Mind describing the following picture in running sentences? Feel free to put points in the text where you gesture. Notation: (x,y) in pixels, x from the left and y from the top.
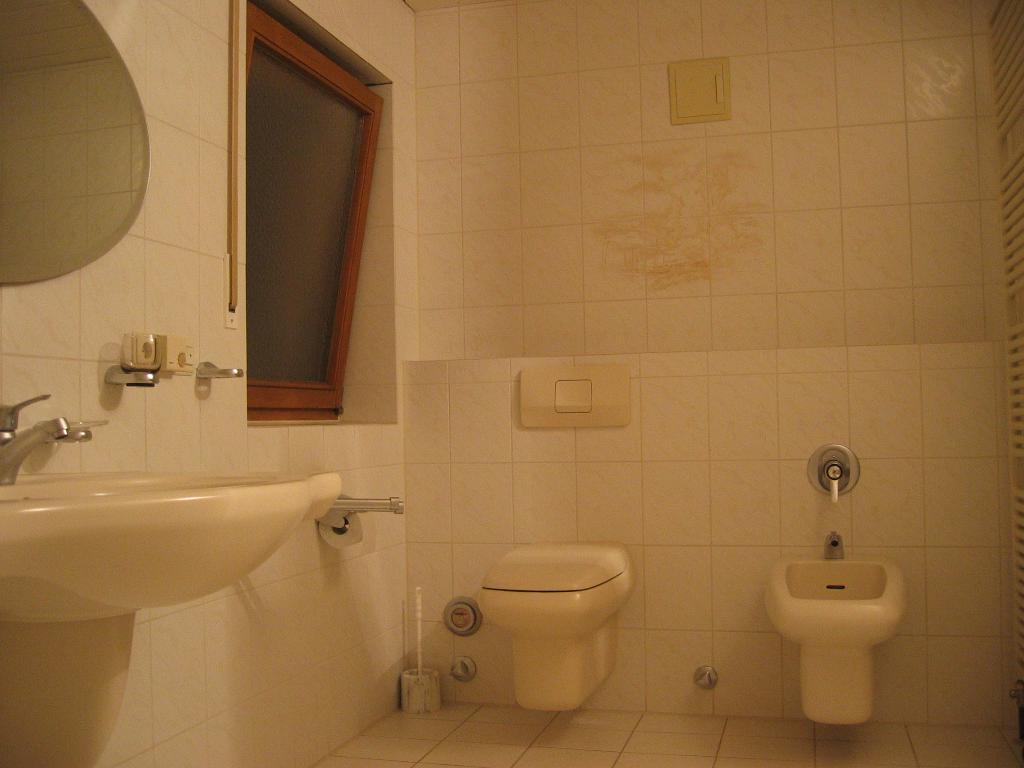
In this image I can see the sink (122,499) and the tap (18,418). To the side of the tap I can see the window (288,379). To the side of the window (274,387) I can see the toilet (501,619). I can also see the sink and tap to the right (858,591). I can see the mirror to the wall (874,542).
